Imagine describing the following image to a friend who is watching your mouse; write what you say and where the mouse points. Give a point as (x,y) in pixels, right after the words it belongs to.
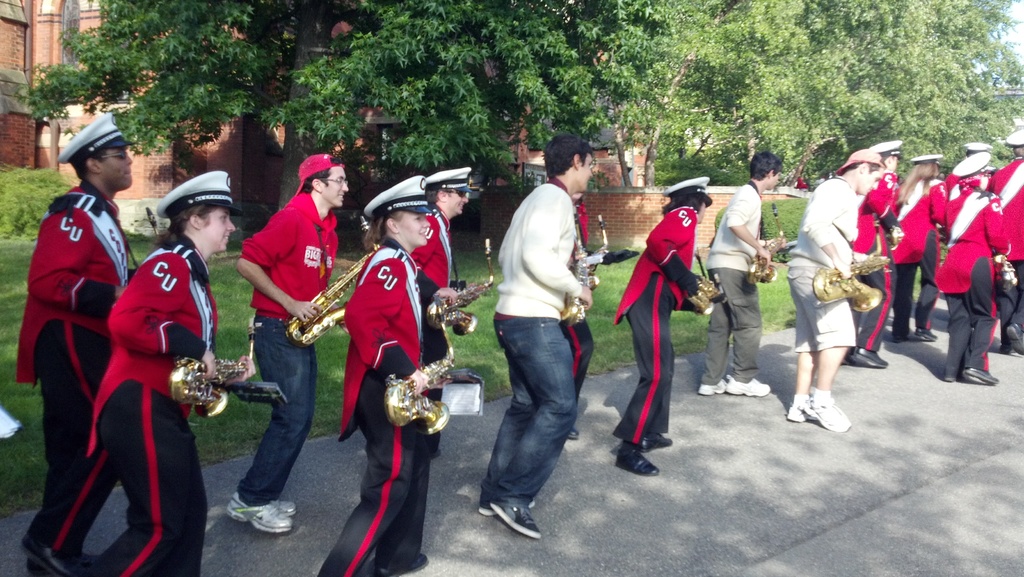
In the middle of the image (642,308) few people (558,166) are standing and holding some musical instruments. Behind them we can see some plants (28,171), grass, trees (478,34) and buildings (22,115).
